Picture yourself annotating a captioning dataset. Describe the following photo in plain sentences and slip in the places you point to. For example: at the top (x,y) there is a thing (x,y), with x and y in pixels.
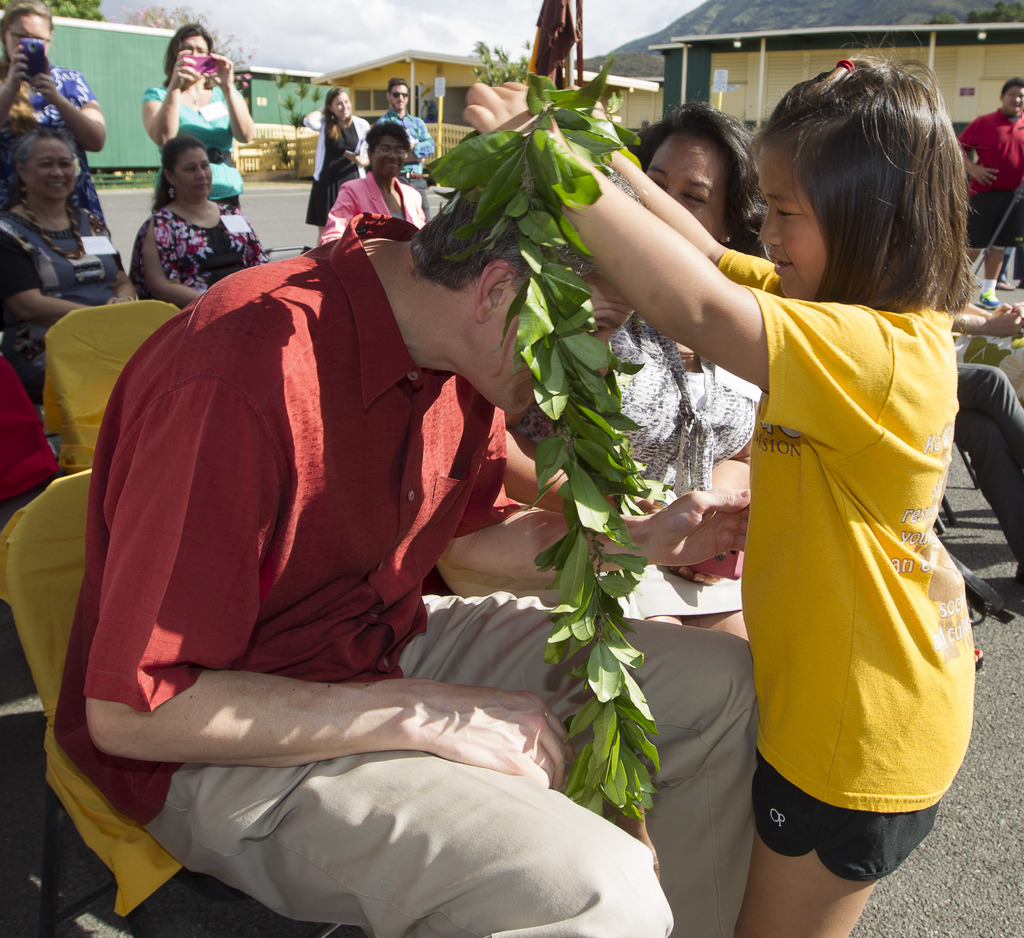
Here I can see a girl (861,579) is giving garland (571,411) of leaves (607,615) to a man (311,438) who is sitting on the chair (95,849). At the back of these people (891,219) many people (39,206) are sitting on the chairs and looking at this man (374,586). In the background (50,106) few people (78,104) are standing and holding mobiles (204,68) in the hands (224,69) and also I can see few buildings (267,74). At the top of the image (345,34) I can see the sky (303,28).
